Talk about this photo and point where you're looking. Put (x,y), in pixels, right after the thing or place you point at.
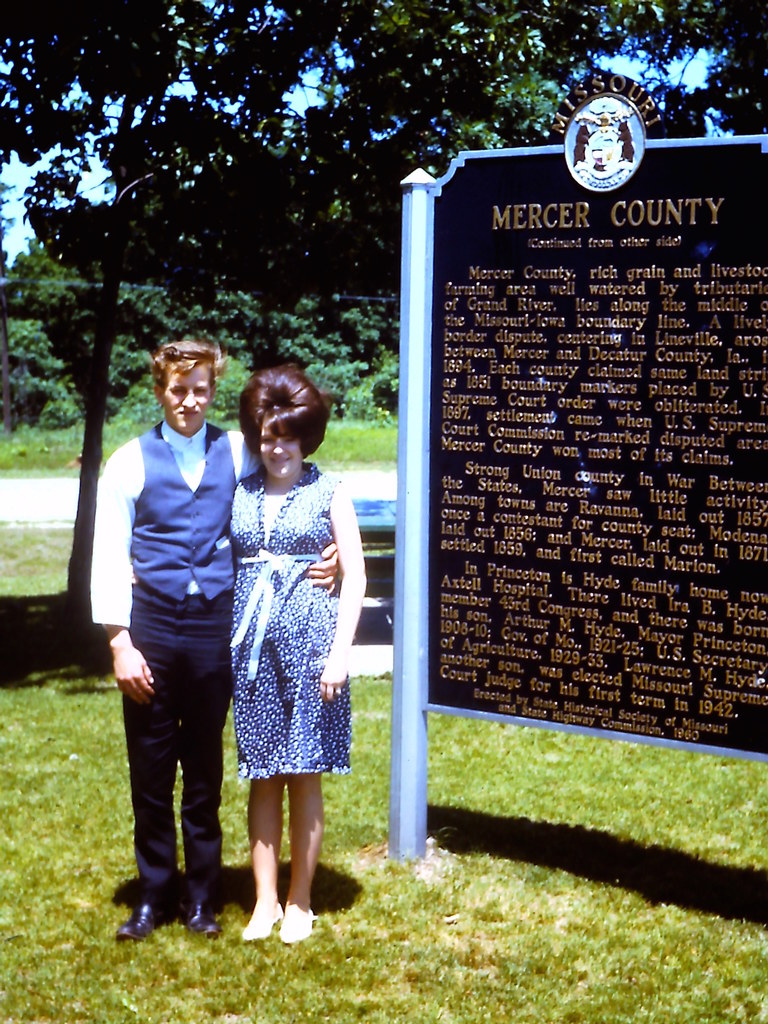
This picture shows a man (167,439) and woman (274,561) standing and we see a board (757,147) on the side with some text (651,304) on it and we see trees (311,235) and grass (249,883) on the ground (67,818) and man (130,776) wore a blue coat (162,566) and we see a blue sky (8,234).
